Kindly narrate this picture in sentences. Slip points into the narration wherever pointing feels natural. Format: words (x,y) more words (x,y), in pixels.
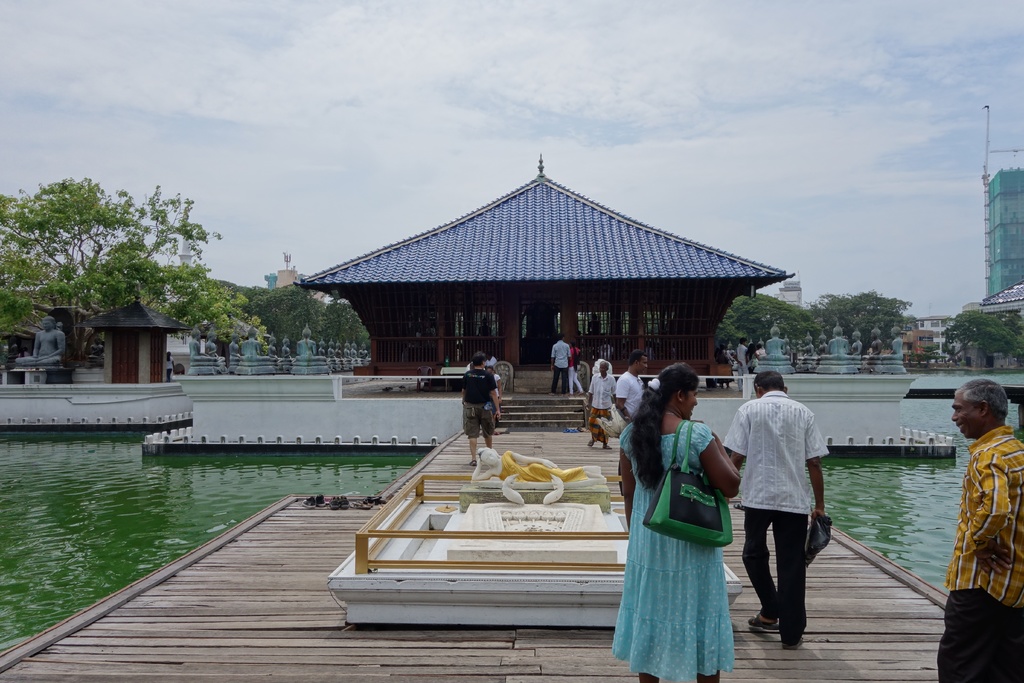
In this image there is a building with a conical roof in the middle of the lake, in front of the building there are so many people (480,388) standing, behind the building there are so many sculptures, trees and buildings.
